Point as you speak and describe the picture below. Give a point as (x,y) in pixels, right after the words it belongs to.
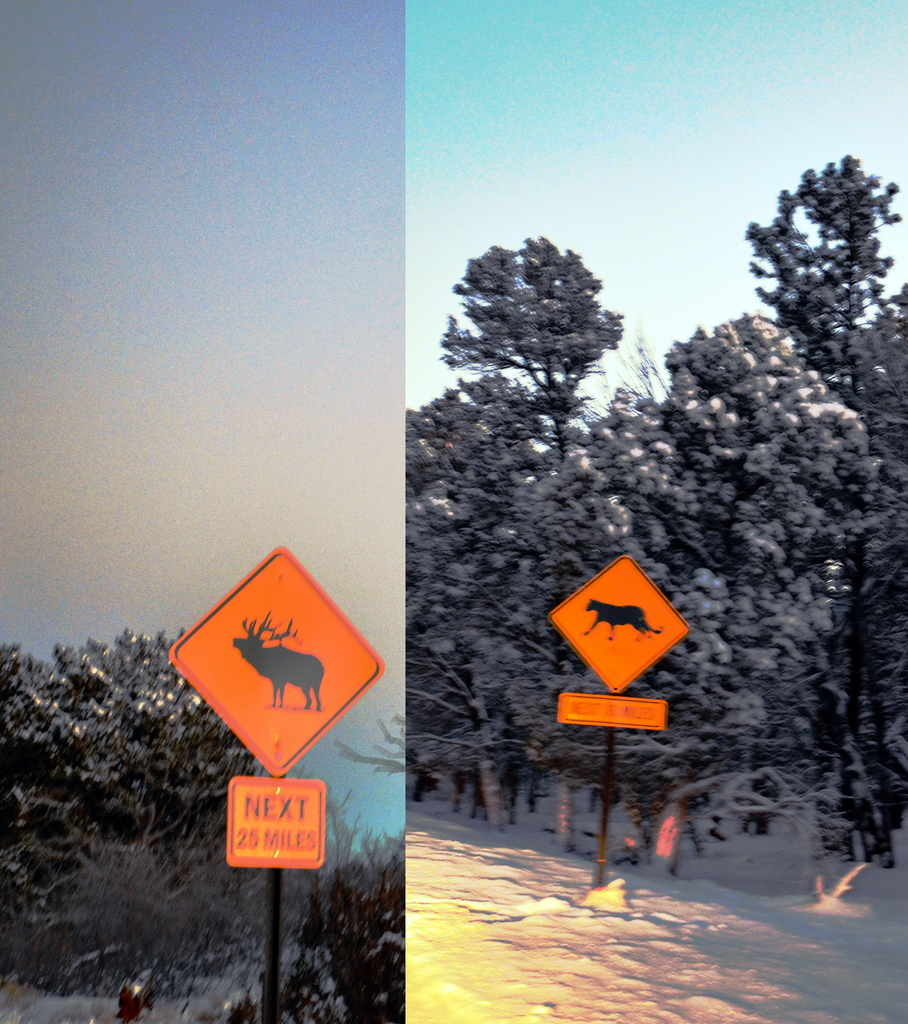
In this image I can see there is the photo collage, there are sign boards (592,607) in orange color. In the middle (471,646) there are trees (557,638), at the top (305,176) there is the sky (177,206).
